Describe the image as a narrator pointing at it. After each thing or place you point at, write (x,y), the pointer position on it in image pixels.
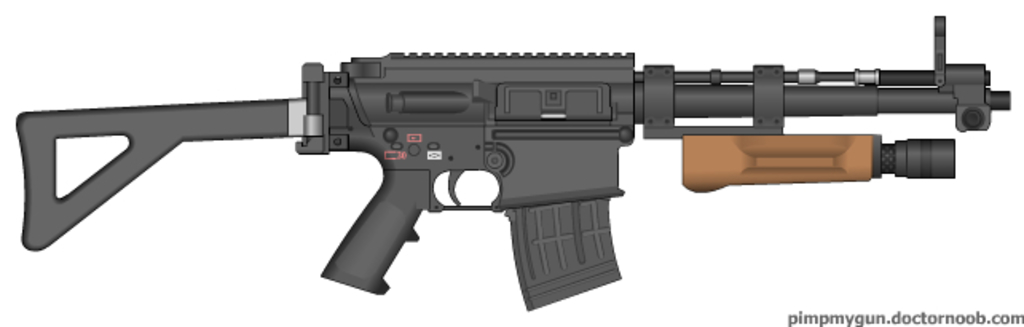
This is an animated image of a rifle (430,169), which is dark gray and brown in color. At the right bottom (958,318) we can see watermark (906,317).
